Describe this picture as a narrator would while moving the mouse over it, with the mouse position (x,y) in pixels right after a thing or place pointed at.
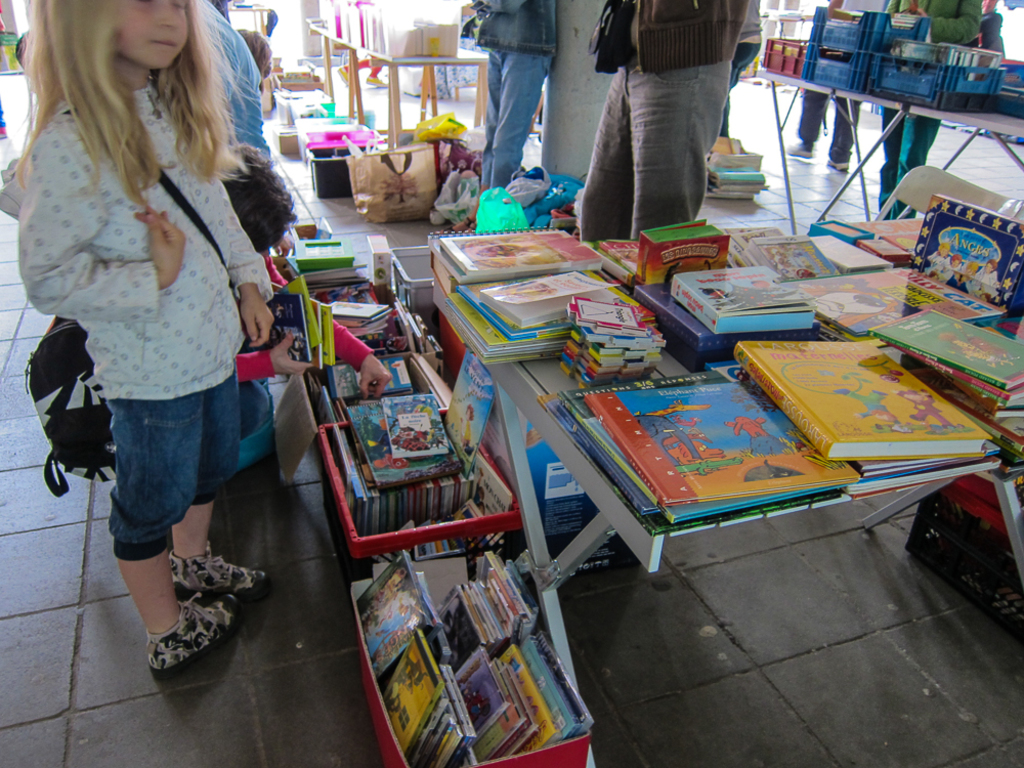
In this picture we can see there are tables (987,122). On the tables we can see books (914,53), containers (958,67) and some objects (363,24) and some persons (519,64) are standing and also we can see bags (433,187). In the background of the image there is a floor (737,596).
